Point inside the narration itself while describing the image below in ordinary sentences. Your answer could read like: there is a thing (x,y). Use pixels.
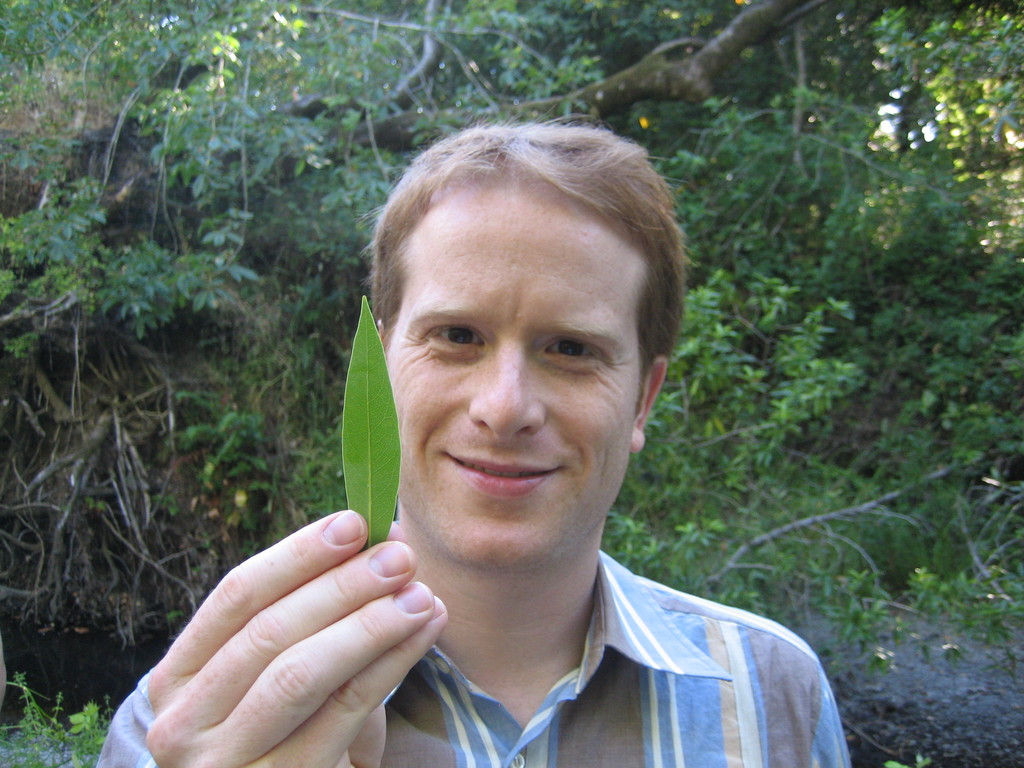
In this image there is a man (437,538) in the middle (424,495) who is showing the leaf (369,448) by holding it with his hand (232,591). In the background (278,182) there are trees (632,117).
